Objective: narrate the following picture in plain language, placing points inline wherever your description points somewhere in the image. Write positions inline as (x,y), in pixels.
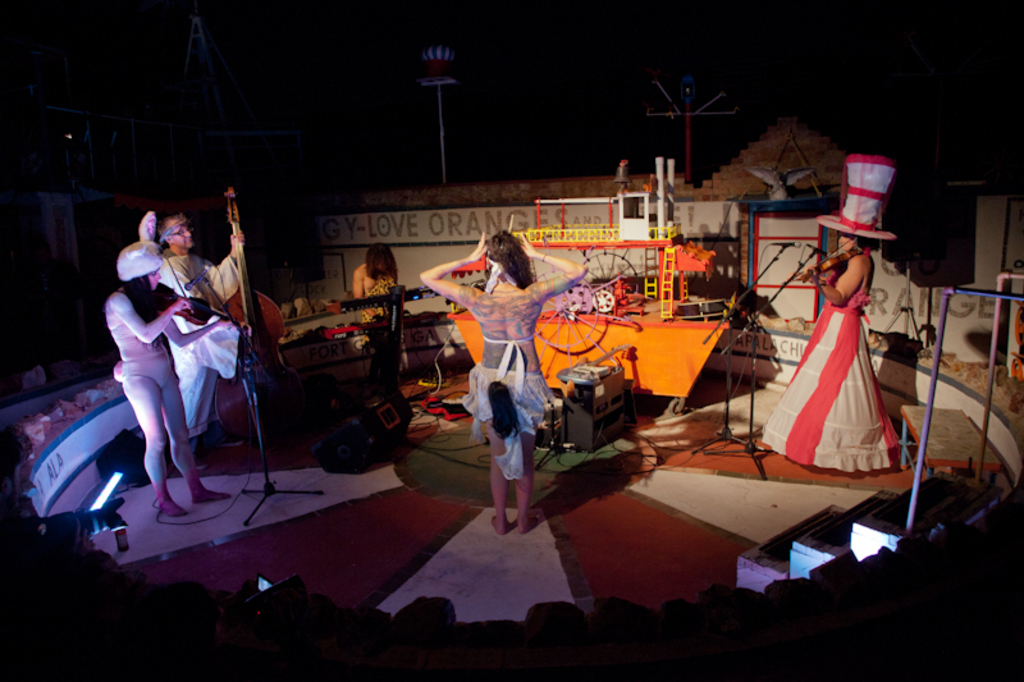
This picture might be taken inside the room (646,451). In this image, in the middle (528,309), we can see a woman (529,362). On the right side (804,373), we can see another woman (862,362) wearing an hat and she is also a holding a violin (822,269) in her hands (817,282) in front of a microphone (808,256). On the right side (726,320), we can see some microphones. On the left side (162,353), we can see two people (161,374) man (185,355) and woman (170,365) standing and playing their musical instruments (245,416) in front of a microphone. In the background (403,317), we can see a person (356,284) and a table (713,330), on that table (713,330), there is some musical instruments (713,302) and toy vehicles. In the background (604,84), we can also see black color.
